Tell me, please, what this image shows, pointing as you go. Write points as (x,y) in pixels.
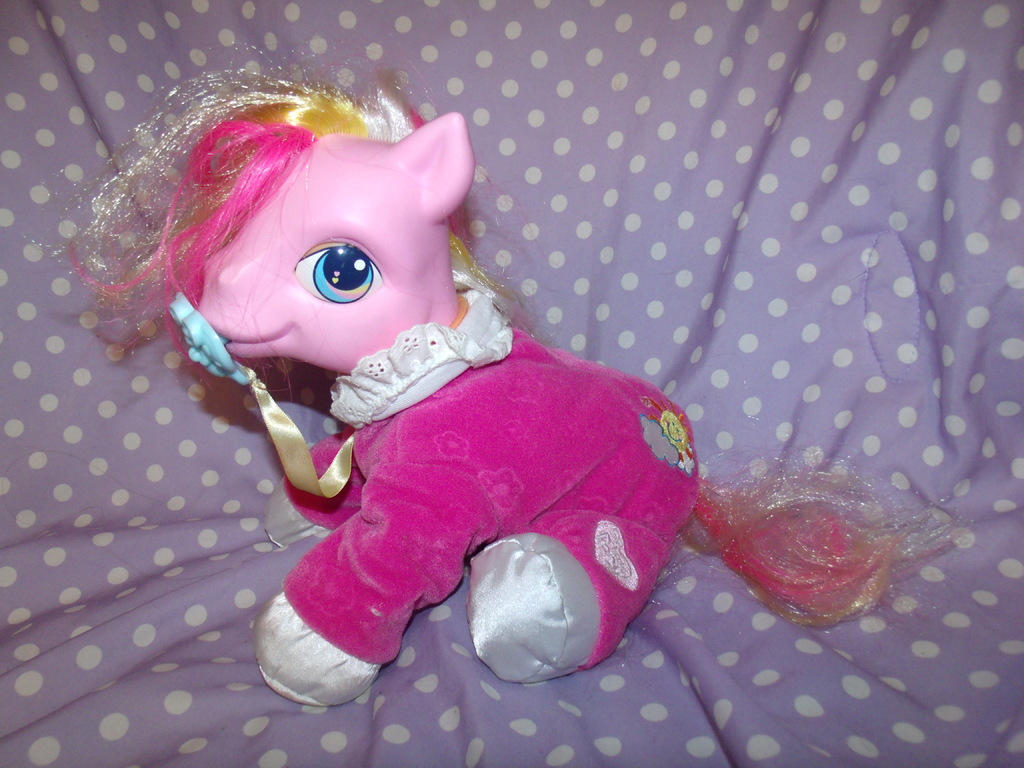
This picture shows a toy (96,202) on the blanket (901,607).
